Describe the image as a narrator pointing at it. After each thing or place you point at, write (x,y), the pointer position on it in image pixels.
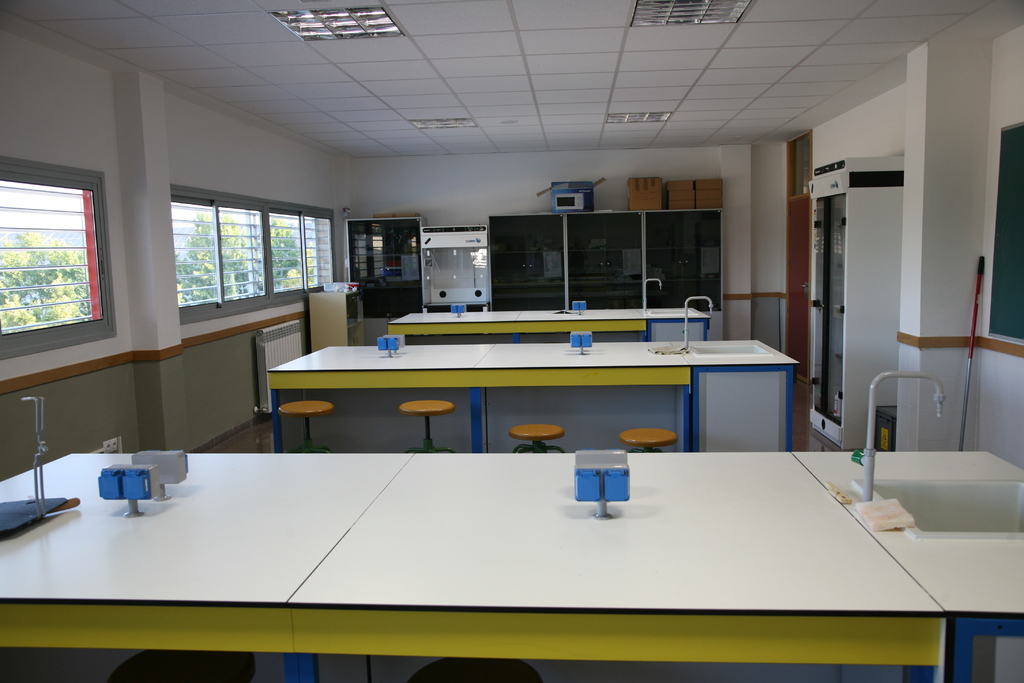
In this image I can see few tables (696,544) and stools (549,433), the tables (800,479) are in white color and stools (536,444) are in yellow color. Background (552,278) I can see few glass doors (387,254), trees (6,301) in green color, windows (251,257) and the wall (410,171) is in white color.
